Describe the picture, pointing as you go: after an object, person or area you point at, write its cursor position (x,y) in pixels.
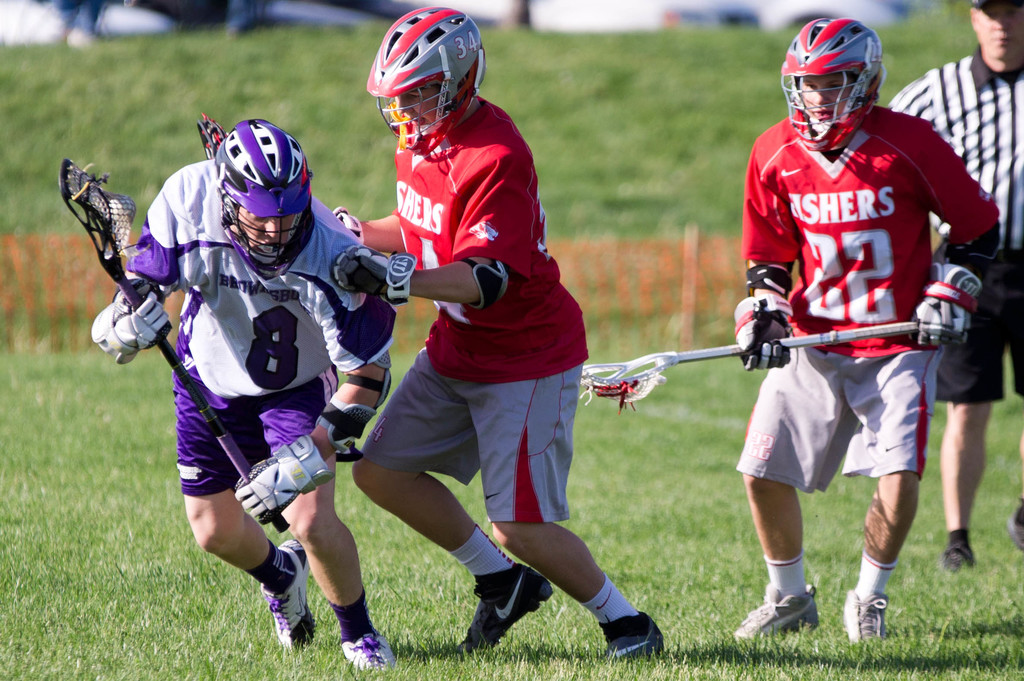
In this image in front (930,201) there are four people (557,451) running on the grass (840,616). Behind them there is a fence (67,313).
